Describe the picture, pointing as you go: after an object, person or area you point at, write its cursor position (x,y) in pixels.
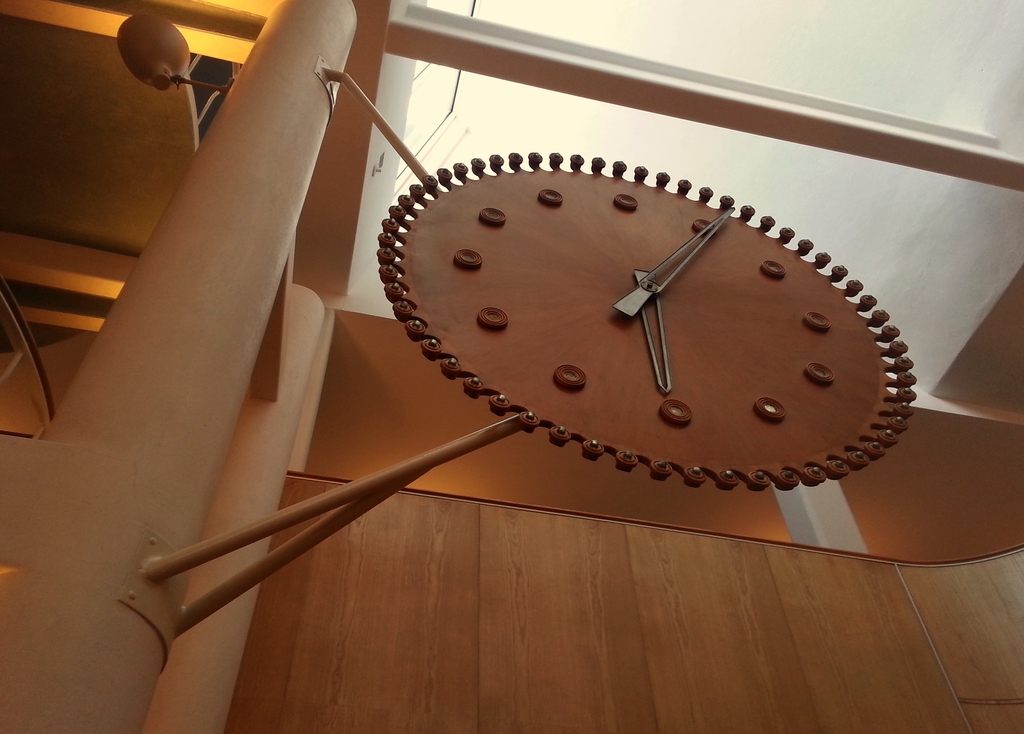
In the center of the image (580,255) we can see a clock (665,268) placed on poles (385,483). In the background (375,660), we can see some lights (188,47), window (422,78) and the wall (609,596).
